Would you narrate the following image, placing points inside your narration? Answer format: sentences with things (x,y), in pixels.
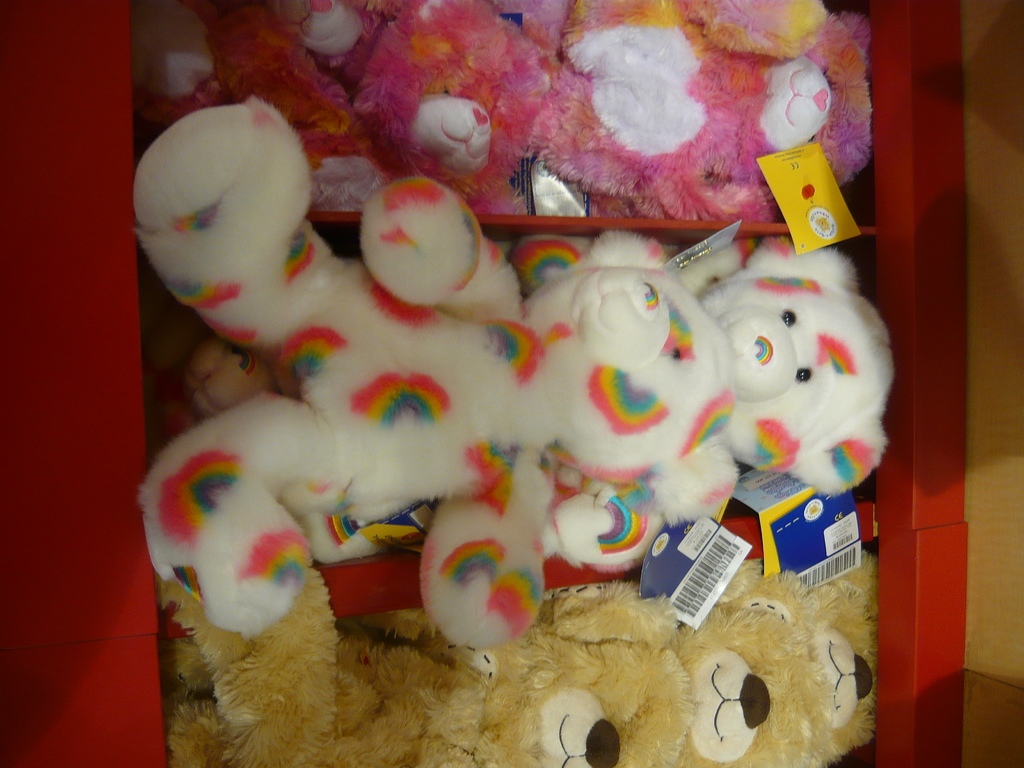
In the image we can see some toys (828,745) in the shelves (926,425).
